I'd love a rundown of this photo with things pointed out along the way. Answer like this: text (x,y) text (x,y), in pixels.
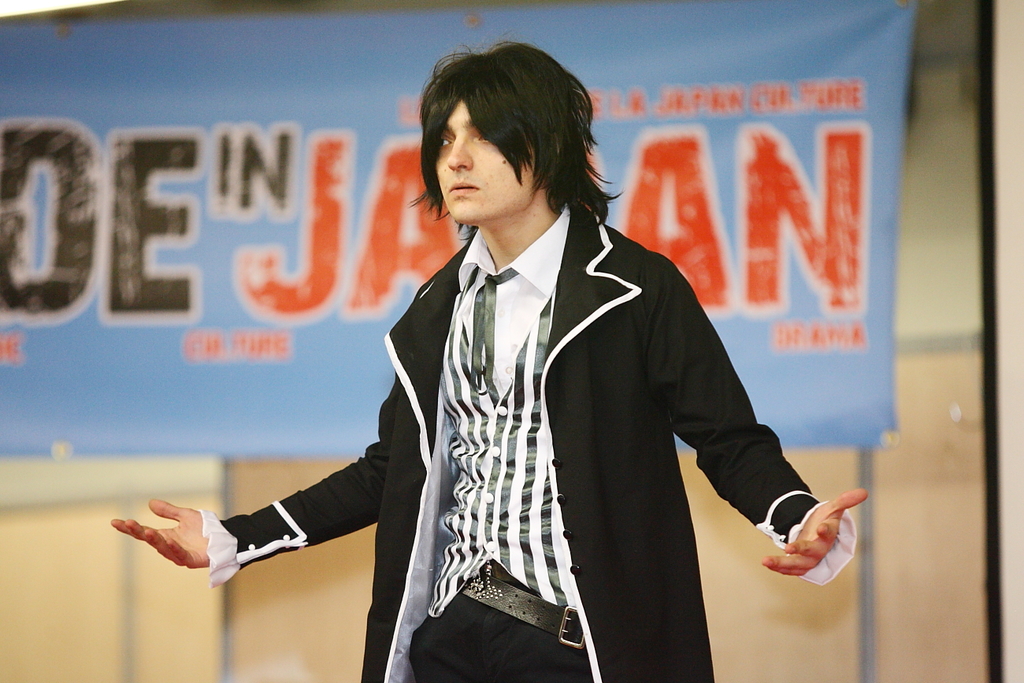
In the middle of the image (664,267) a man (499,53) is standing. Behind him there is a banner (718,9).
